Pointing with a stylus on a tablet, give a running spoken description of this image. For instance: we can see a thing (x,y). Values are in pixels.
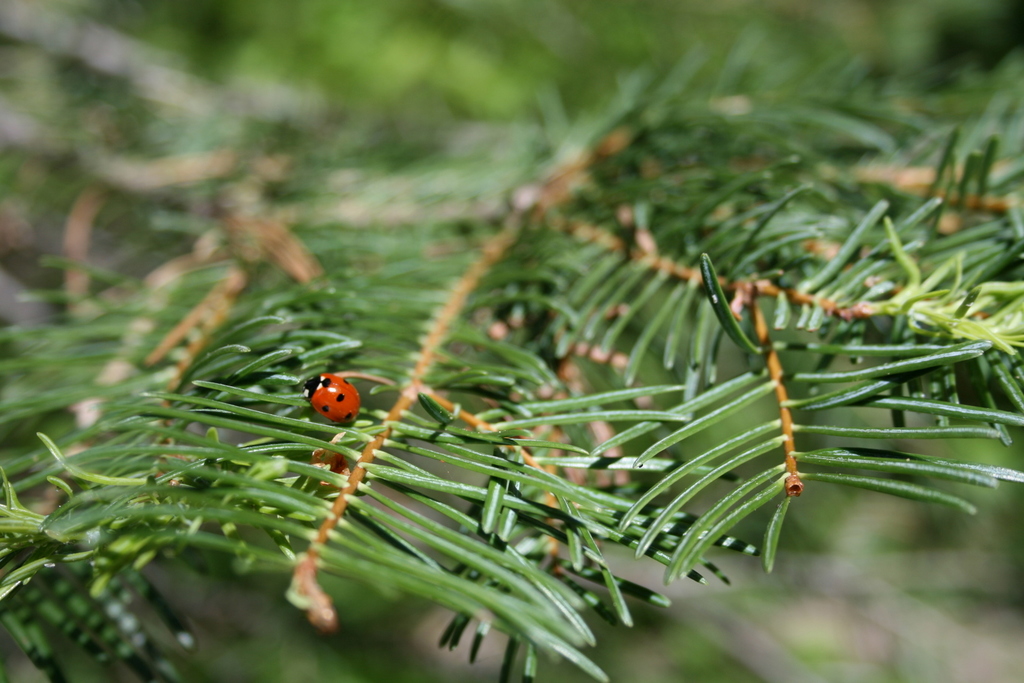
In this image I can see a green trees (548,347) and I can see red and black color insect (340,398) on it. Background (378,80) is blurred.
